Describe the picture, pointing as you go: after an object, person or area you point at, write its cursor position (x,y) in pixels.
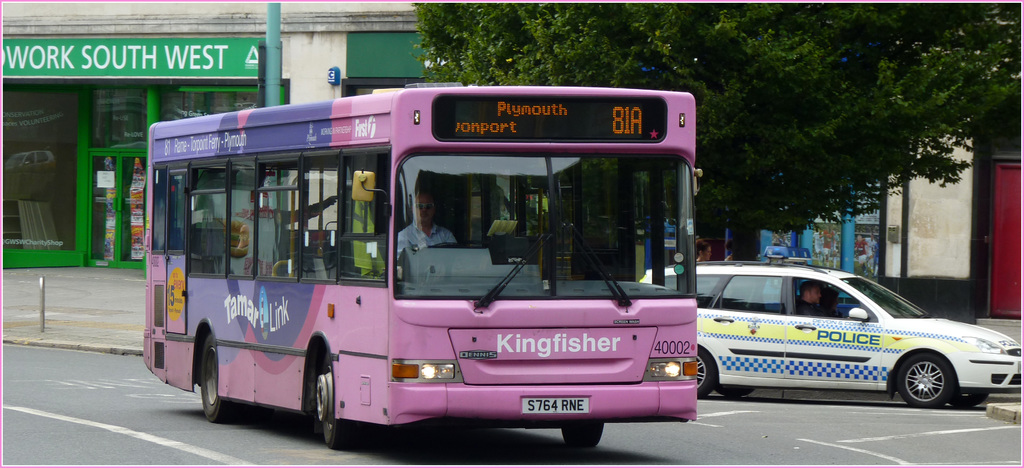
In this image we can see vehicles (674,339) on the road (841,441). In the background (283,10) there are buildings (313,62), poles (852,235) and trees (843,120).
